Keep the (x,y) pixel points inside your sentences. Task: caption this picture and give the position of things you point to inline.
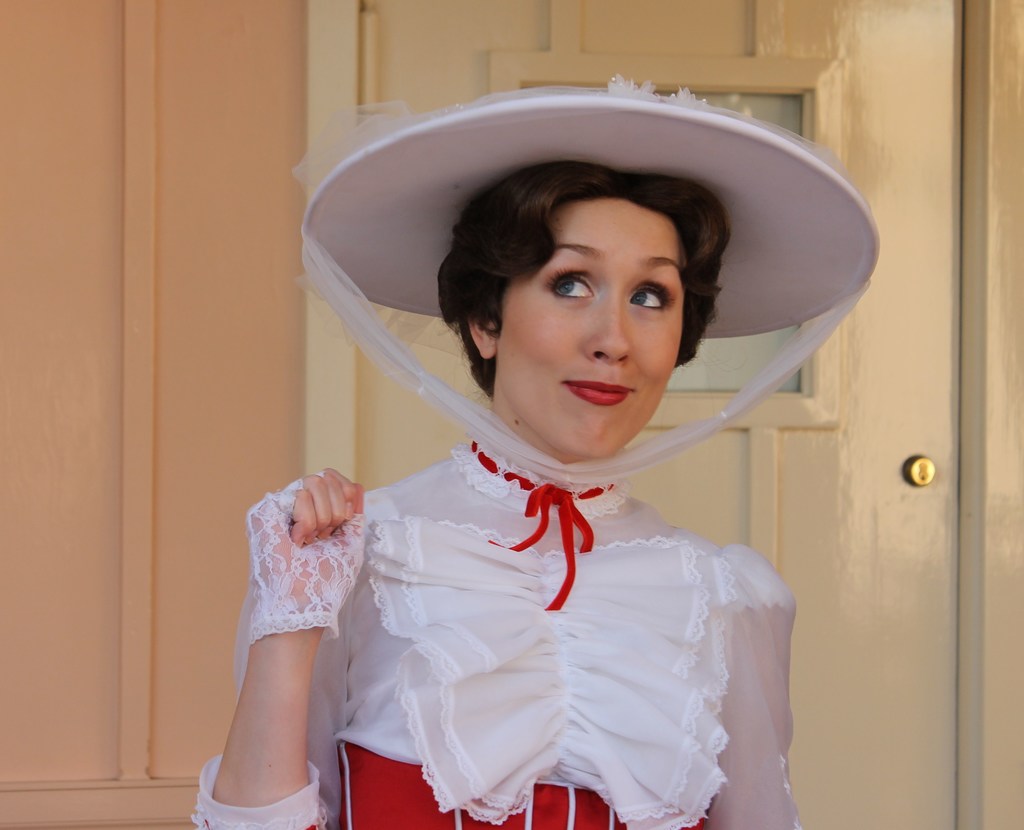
In this image we can see a lady person (440,630) wearing white and red color dress (389,719) also wearing white color hat (478,177) smiling and in the background of the image (296,99) there is a wall (67,162) and door (921,258).
